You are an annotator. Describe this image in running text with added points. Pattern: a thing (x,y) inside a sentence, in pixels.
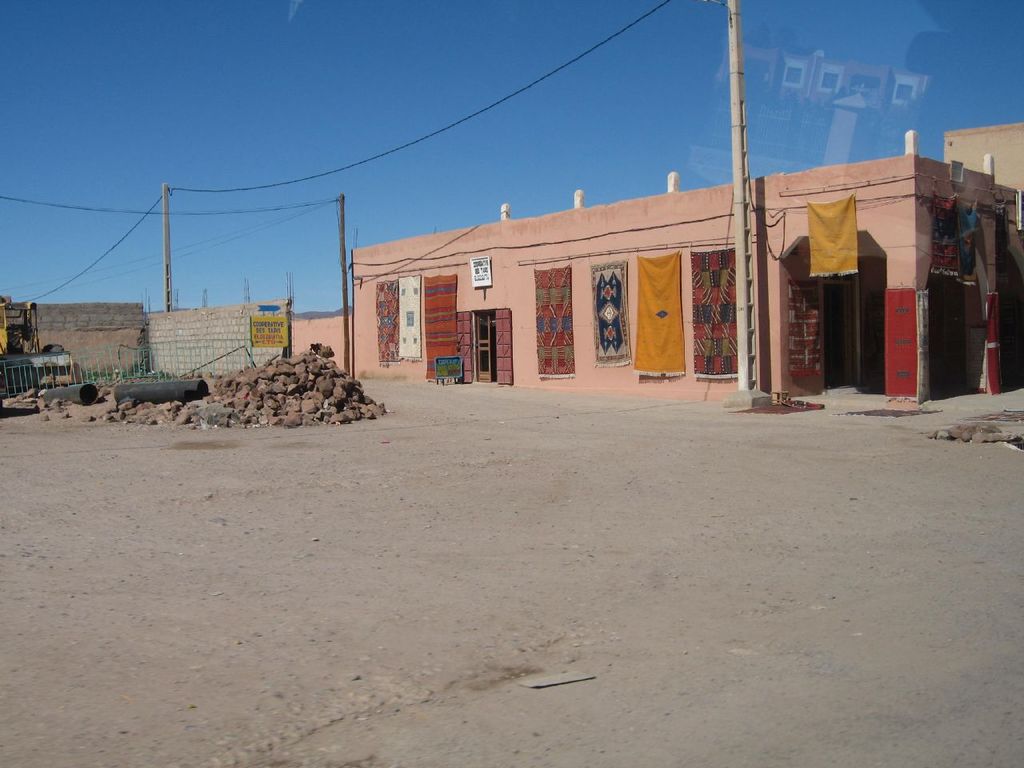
In this picture there is a house (926,211). Here we can see carpets (733,322) hanging on the wall (635,245). Here we can see stones (280,386) near to the fencing (170,378). Here we can see electric poles (730,14) and wires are connected to it. At the top (329,82) there is a sky (359,62). On the left (23,334) we can see vehicle (58,379) near to the brick wall (187,360).
